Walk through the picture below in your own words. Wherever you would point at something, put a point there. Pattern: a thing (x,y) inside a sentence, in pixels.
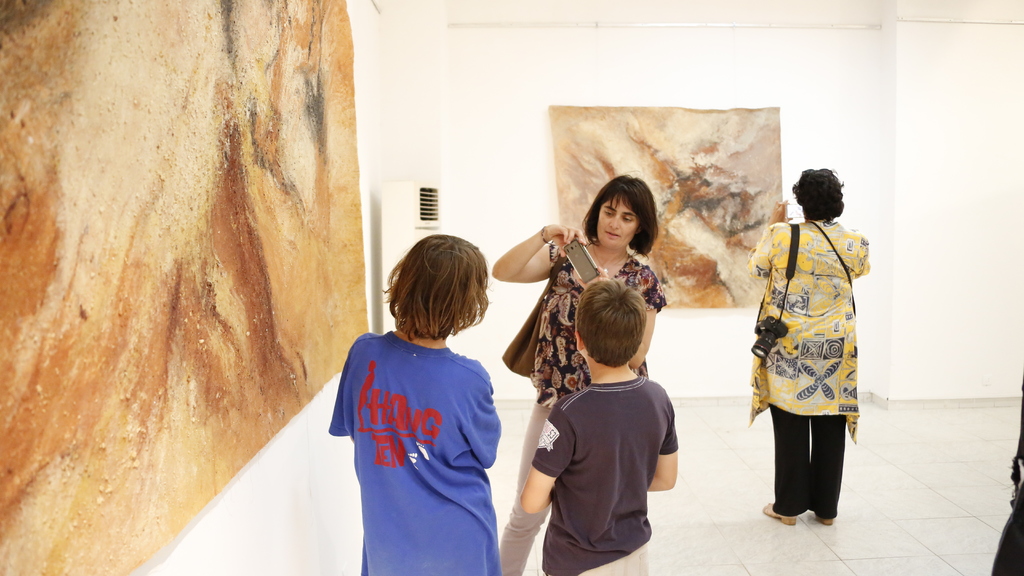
In this image we can see inside view of a room (995,226) in which group of people (420,373) are standing on the floor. One women (629,255) is holding a mobile (568,252) in her hand (580,281) and carrying a bag (528,320). One boy (404,494) is wearing a blue t shirt (451,395). to the right side of the image (825,350) we can see a woman (838,260) holding a mobile (791,207) in her hand (777,219) and carrying camera (776,322). In the background (707,160) we can see photo frames (646,142) on the wall (442,207) and a air conditioner (398,211).
